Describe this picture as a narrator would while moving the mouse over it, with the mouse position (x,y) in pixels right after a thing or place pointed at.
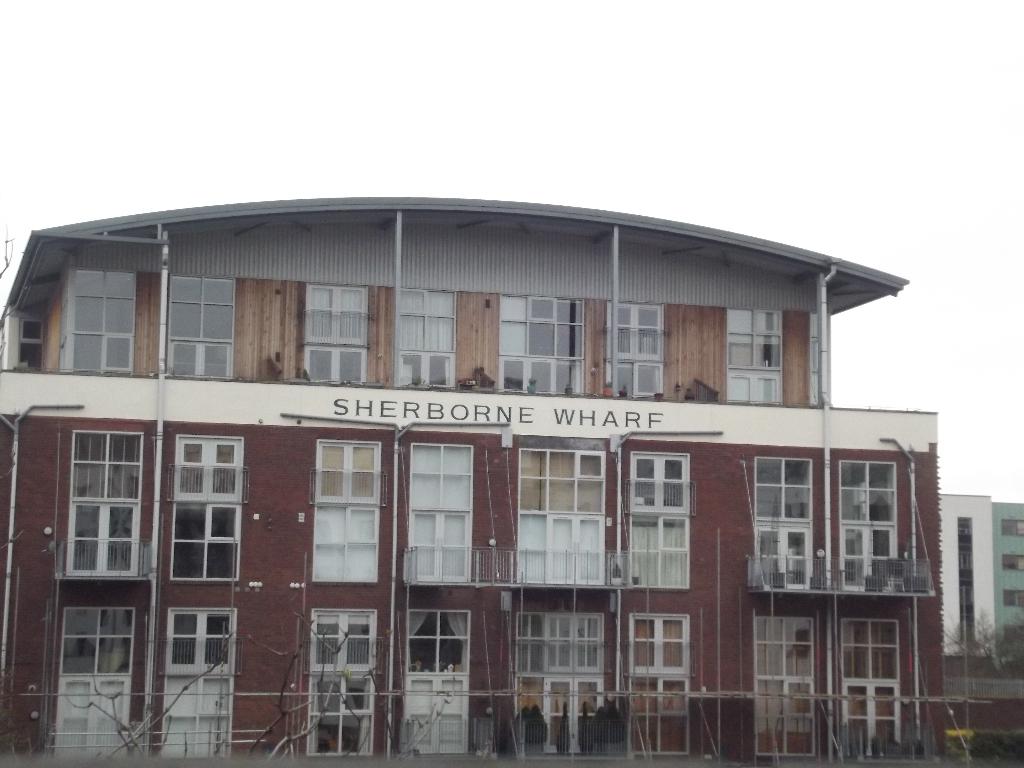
There is a building (483,586) with glass windows (415,626) and doors (420,709). On the building (464,415) something is written.
